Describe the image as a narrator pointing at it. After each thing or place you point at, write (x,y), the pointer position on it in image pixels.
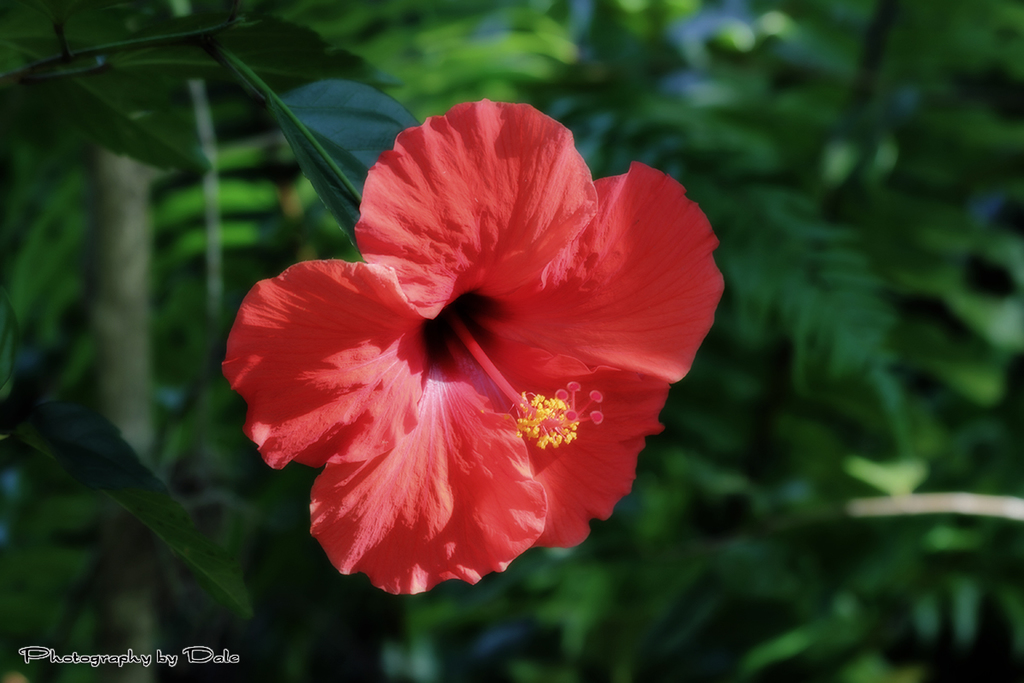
In this image in the foreground (708,234), we can see a flower (719,272) which is of red color, and background (952,219) is blurred.
